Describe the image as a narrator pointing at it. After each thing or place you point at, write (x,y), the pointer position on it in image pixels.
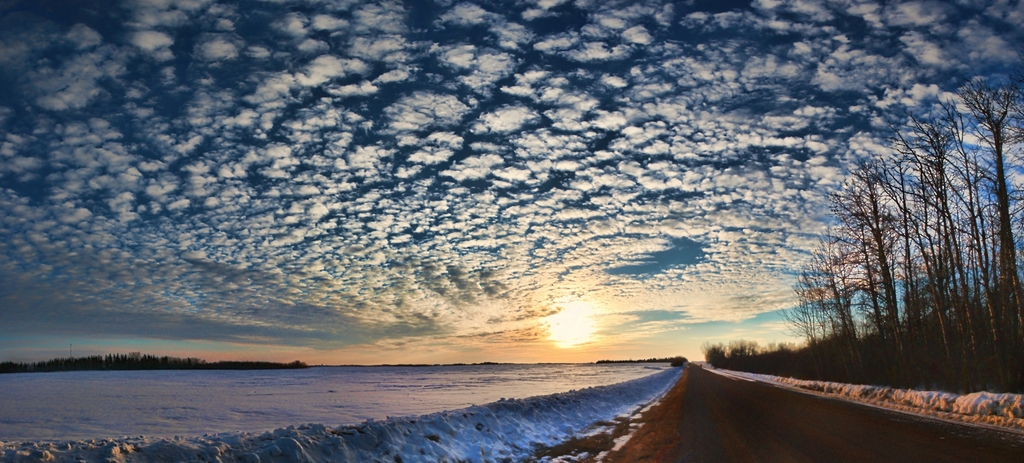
In this image we can see a road (716,389), snow (530,433), and trees (100,360). In the background (532,186) there is sky (528,238) with clouds (563,245).
